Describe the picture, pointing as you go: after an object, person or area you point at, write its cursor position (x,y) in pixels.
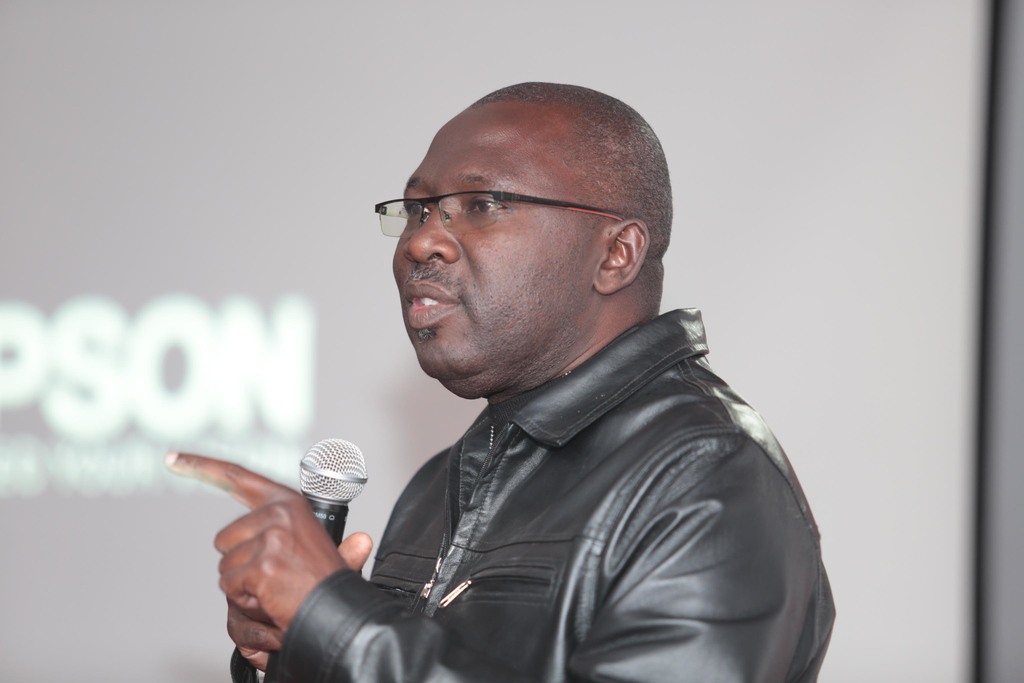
In the picture I can see a man (541,289) wearing a black color jacket (625,543) and he is speaking on a microphone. In the background (316,428), I can see the screen (156,213) and there is a text (184,399) on the screen (227,308).
